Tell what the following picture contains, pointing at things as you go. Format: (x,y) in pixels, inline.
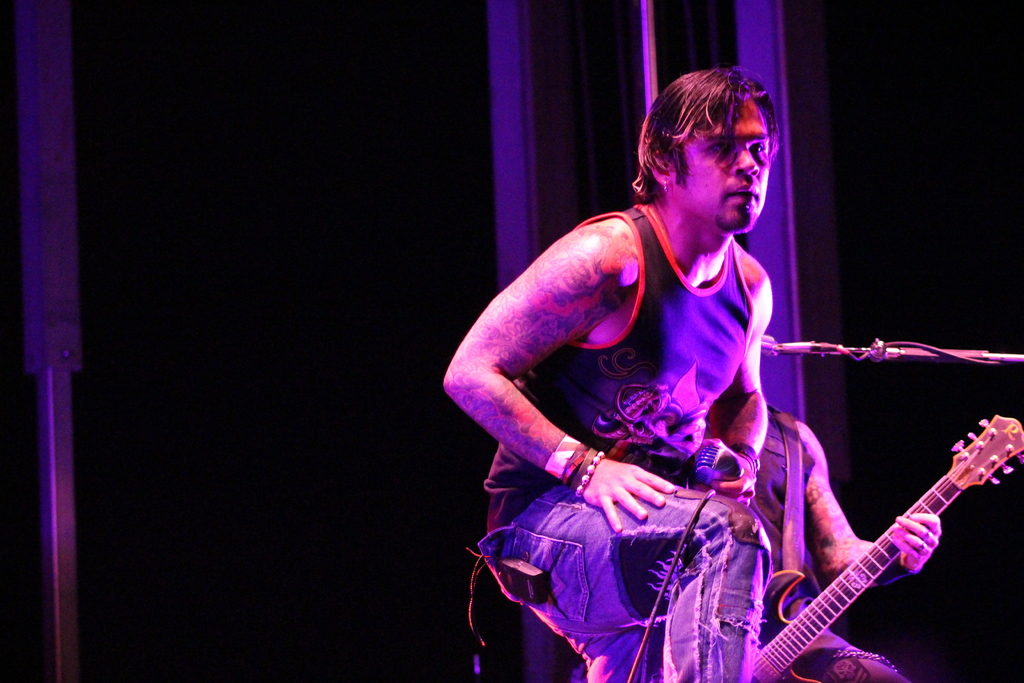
In this image, there is a person (590,527) wearing clothes (566,522) and holding a mic (713,462) with his hand (724,487). There is an another person (800,448) playing a guitar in front of this mic (775,346).
